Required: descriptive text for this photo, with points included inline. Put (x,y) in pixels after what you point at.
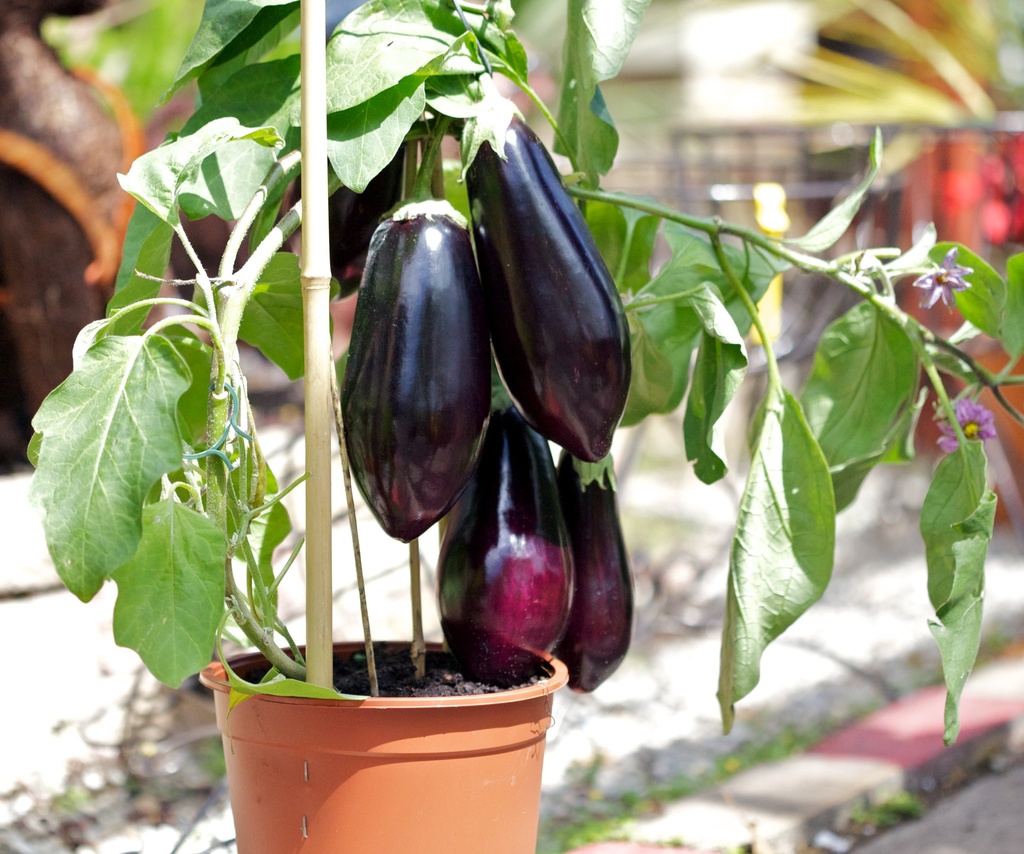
In this image in the foreground (518,111) I can see a brinjal plant (572,273) and background (905,66) is blurred.
